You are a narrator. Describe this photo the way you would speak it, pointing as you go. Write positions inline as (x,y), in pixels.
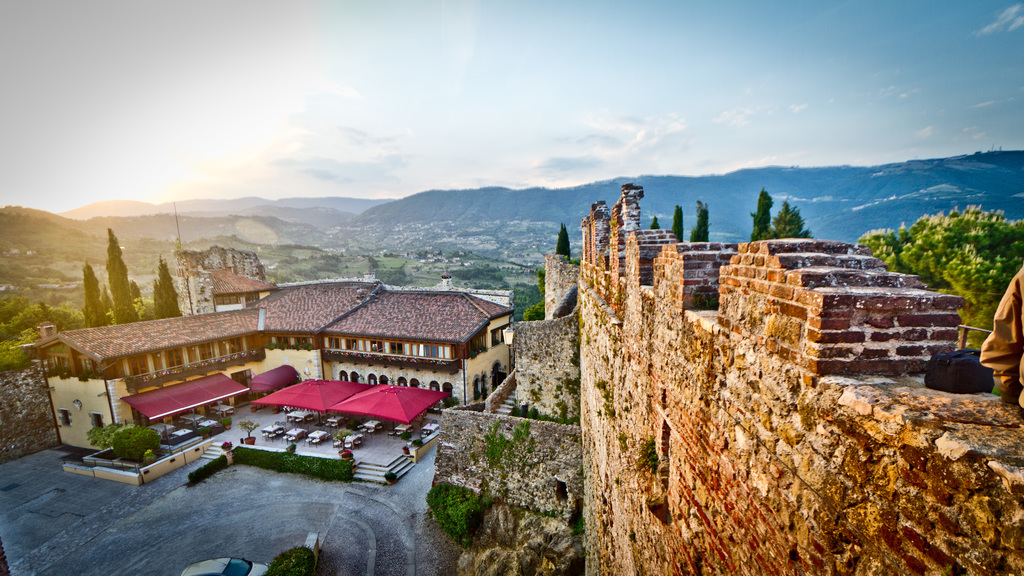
In this image I can see few buildings (228,369), number of trees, tables (273,433), chairs (309,429), plants (348,457), clouds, the sky (517,141) and here I can see a car (229,575). I can also see a black colour thing (953,371) over here.
